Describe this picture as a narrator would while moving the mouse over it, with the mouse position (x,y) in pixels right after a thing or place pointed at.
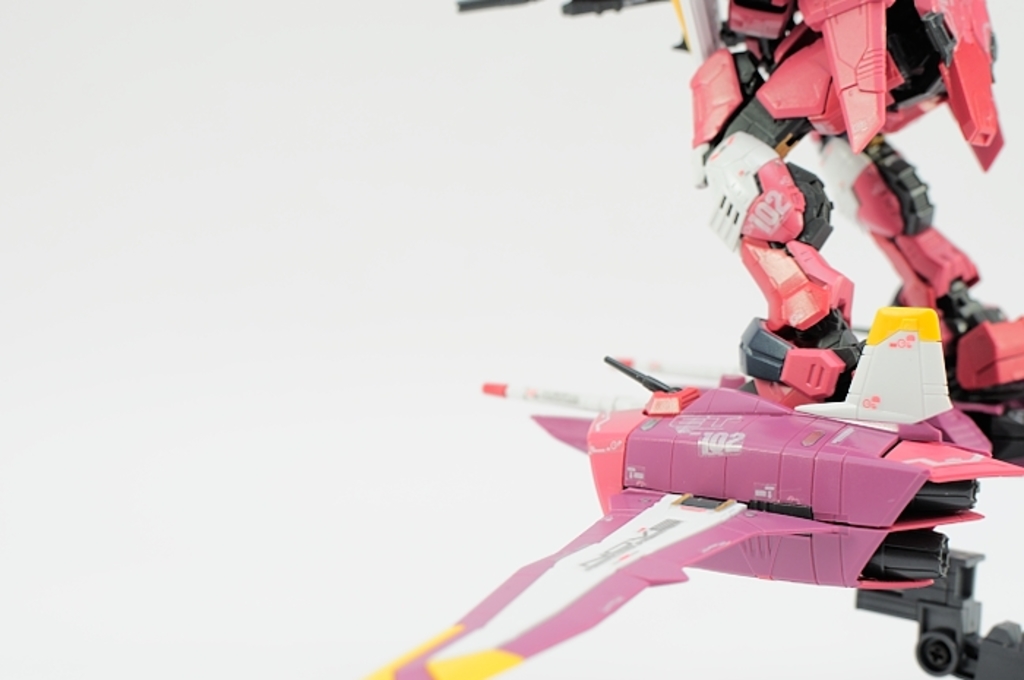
In this image there is a robot (777,353) at right side of this image (789,445) and there is a wall (306,378) in the background (275,449).
